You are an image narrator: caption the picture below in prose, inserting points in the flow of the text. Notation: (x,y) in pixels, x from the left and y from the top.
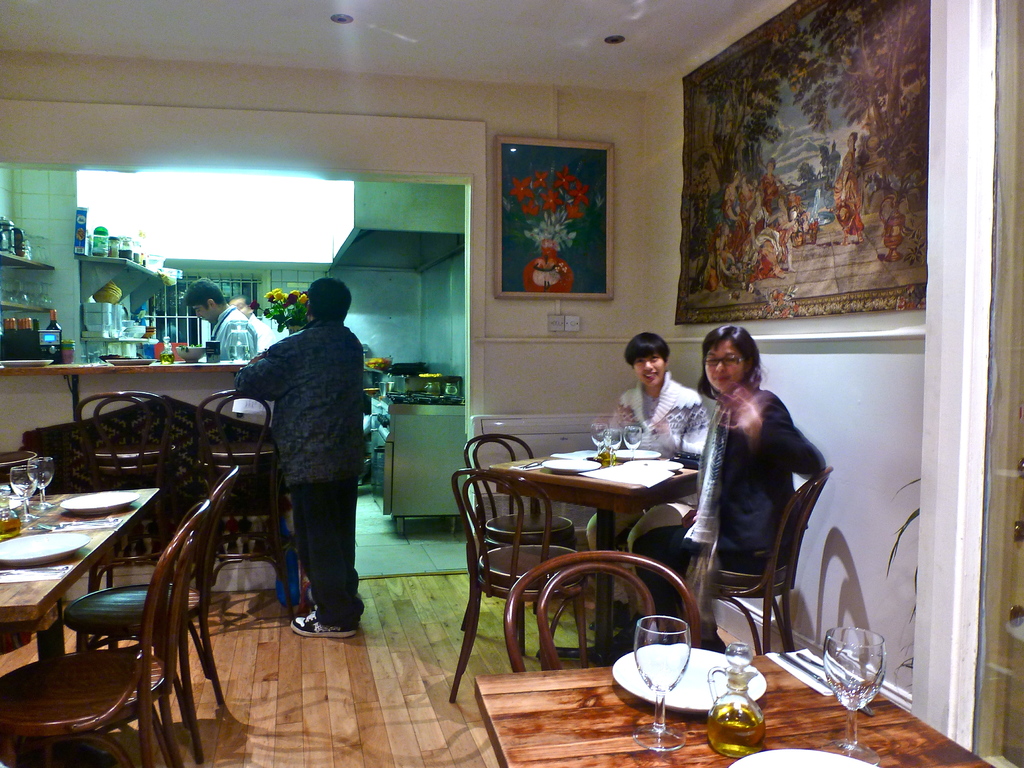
In the image we can see there are people (677,445) who are sitting on chair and a persons (301,403) are standing.
